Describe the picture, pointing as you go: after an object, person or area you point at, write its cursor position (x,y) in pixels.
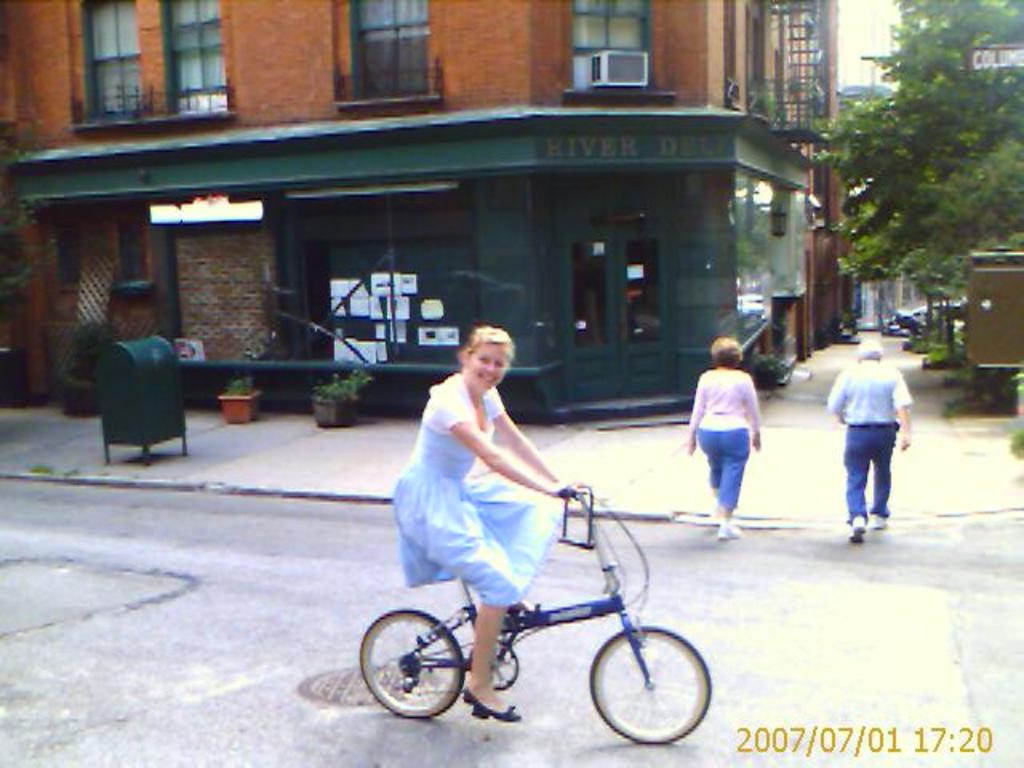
Here in this picture there is a woman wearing a light blue frock (399,497) riding a bicycle (584,531) in the road (707,752) and at the right side of the woman (532,528) there are 2 persons (860,483) walking at the side way (910,365) and at the background (563,4) there is a building (130,317), a air conditioner (629,59) fixed to the window (637,48) of the building (545,117), there are some sticky notes (386,308) attached to the building (394,246), a screen like name board (250,217) and 2 plants (231,413) and at the right side of the building (819,291) there is a tree (886,149), and sky (883,15).
